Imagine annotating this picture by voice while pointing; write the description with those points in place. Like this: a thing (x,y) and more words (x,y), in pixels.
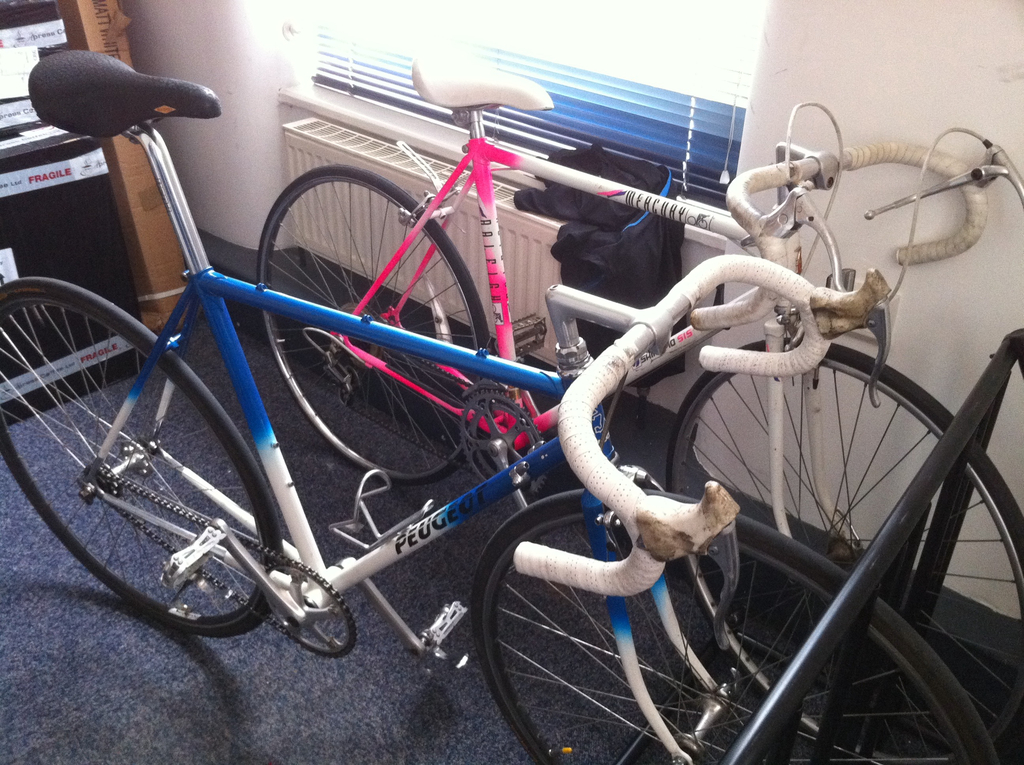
This is a cycle (316,653) which is in blue color and in the right side (694,219) there is another cycle (679,220) which is in pink color.
